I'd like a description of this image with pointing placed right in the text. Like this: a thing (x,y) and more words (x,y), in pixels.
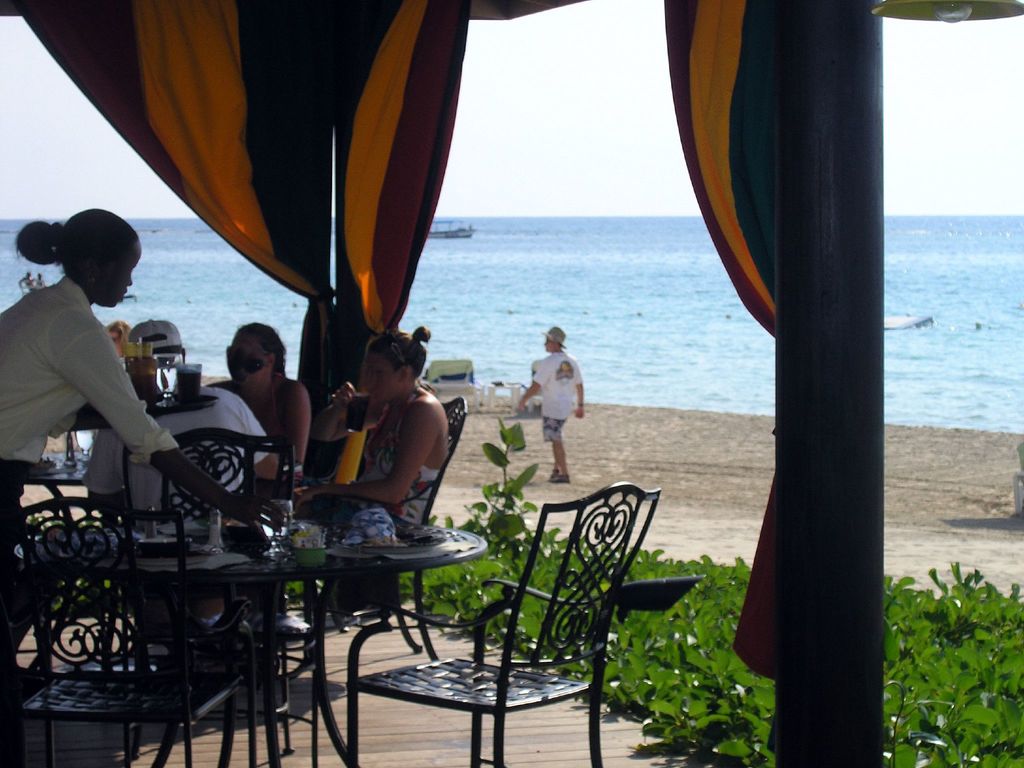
On the background (893,162) we can see sky (552,165) and a blue color sea (597,287). Here we can see one person (555,370) walking. These are plants (956,705). These are curtains (257,155). here we can see few persons (100,491) sitting on chairs (141,643) in front a table (339,523) and on the table (327,534) we can see glasses (284,533). Here we can see one women (72,307) with a glass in her hand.
